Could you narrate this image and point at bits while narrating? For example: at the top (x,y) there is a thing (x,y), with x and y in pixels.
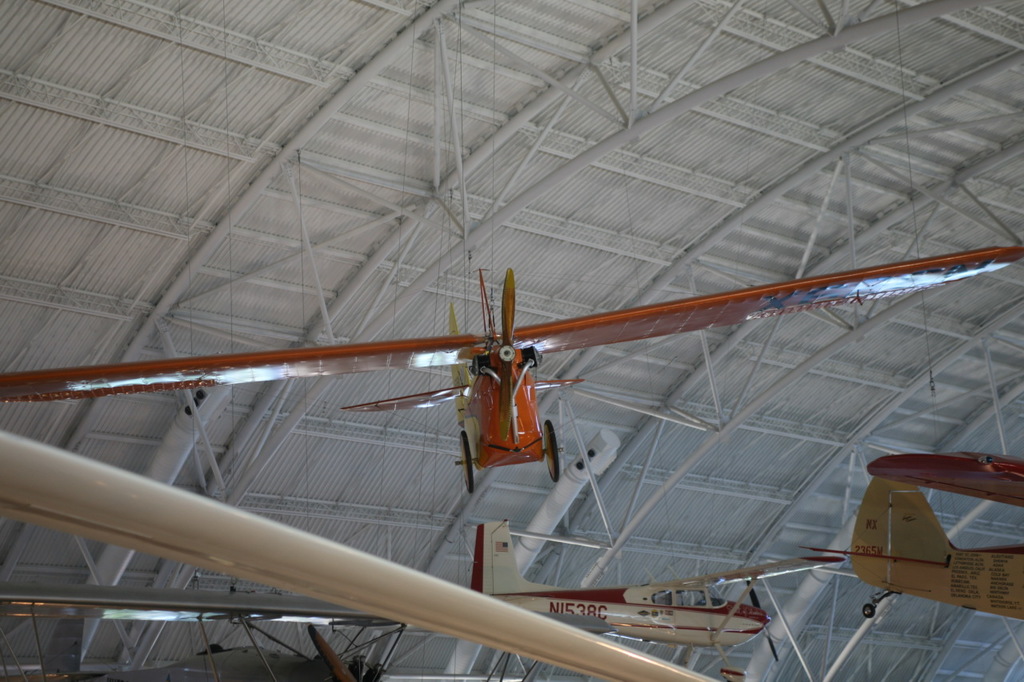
In this picture we can see airplanes (582,608), rods (770,344) and roof (213,189).
